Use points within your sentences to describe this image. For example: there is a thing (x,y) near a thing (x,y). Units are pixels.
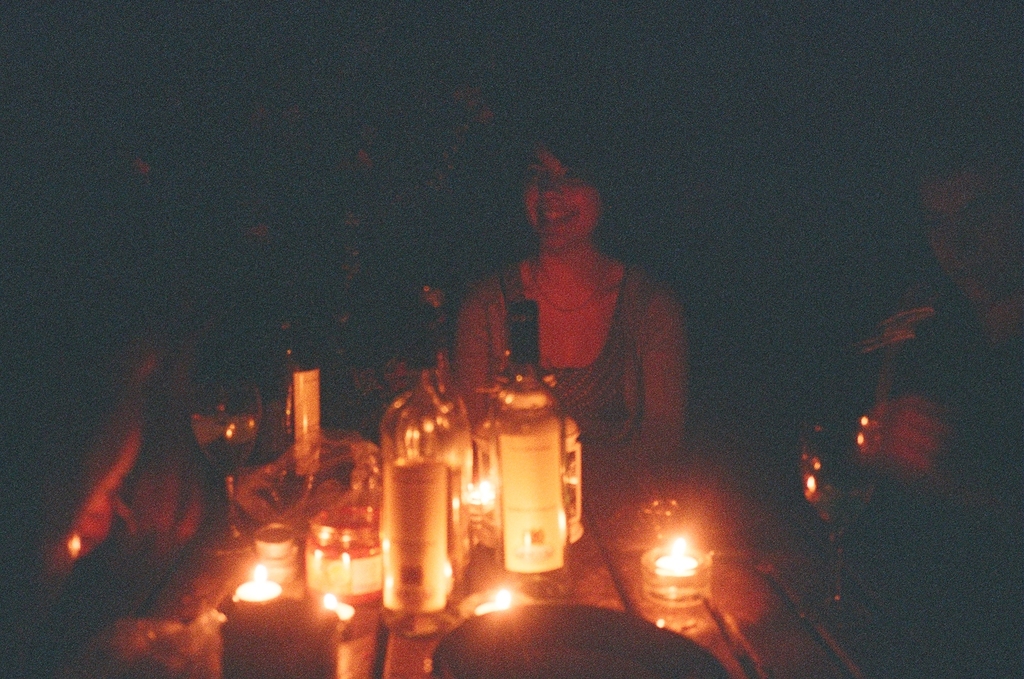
In this image I can see the bottles (416,515) on the table (597,596). I can see some people (578,341). I can also see the image is blurred.
